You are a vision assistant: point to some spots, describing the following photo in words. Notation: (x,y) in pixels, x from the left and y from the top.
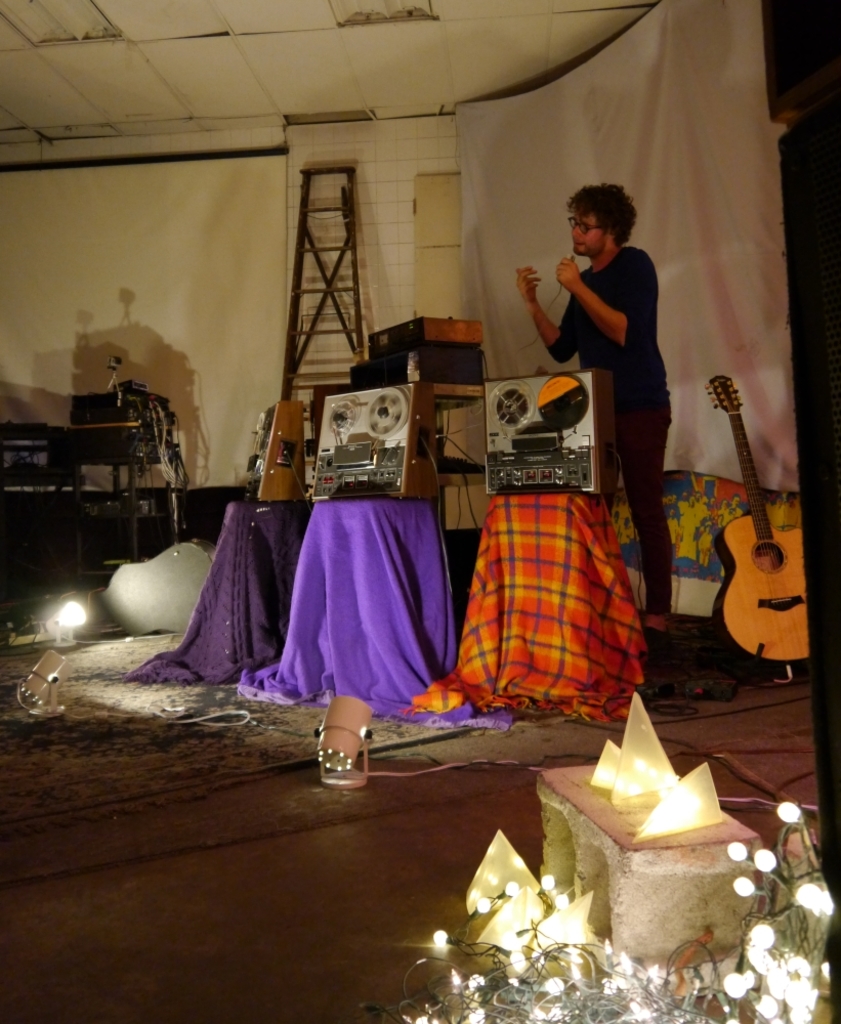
This picture shows a man (617,292) holding a microphone (573,257) in front of his mouth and there are some audio playing instruments (365,461) on the stools (401,544). Beside him there is a guitar (777,563). In the left corner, we can observe some lights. In the background (663,235), there is a white cloth (539,170) and a ladder (322,269) here.
